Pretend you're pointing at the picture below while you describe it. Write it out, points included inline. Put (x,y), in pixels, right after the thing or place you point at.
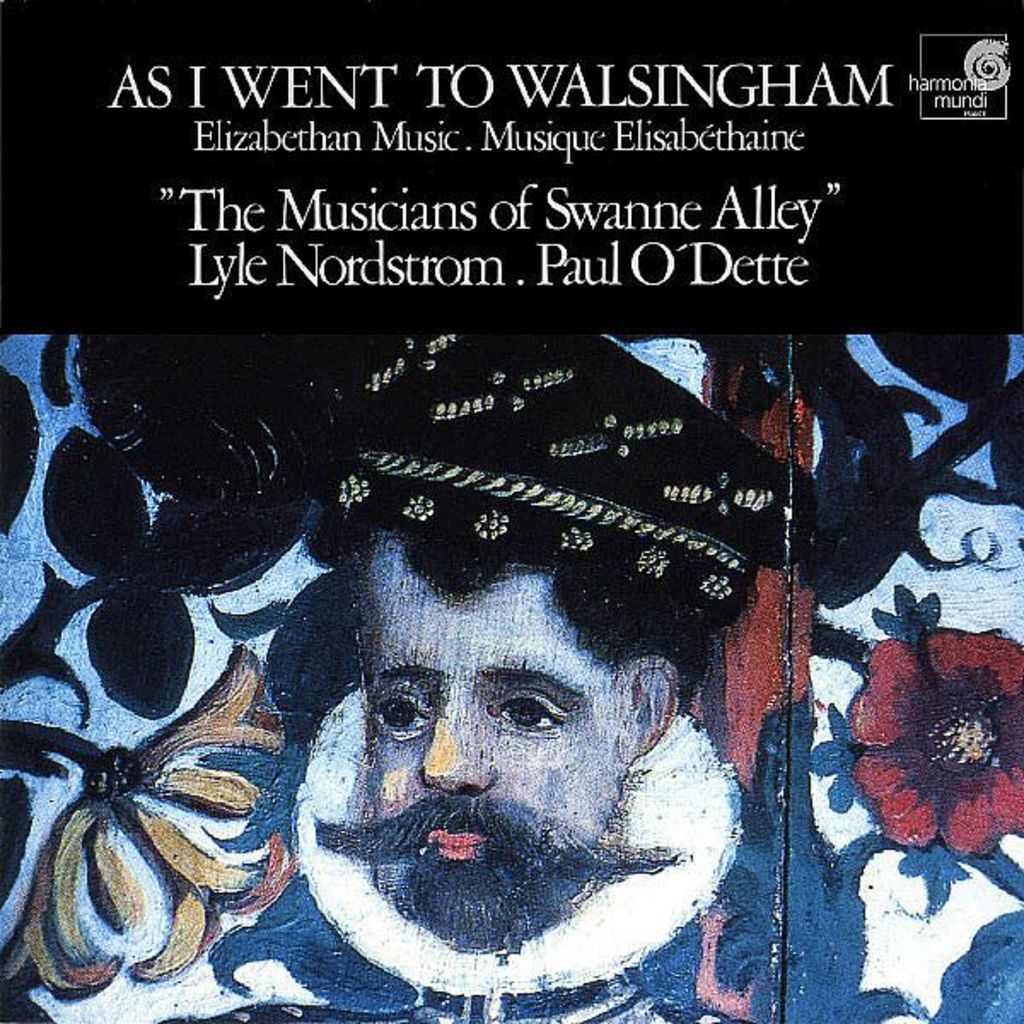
In this image we can see a painting (621,807) of a person (730,809) and few flowers (928,750). There is some text (649,203) and logo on the top of the image (641,215).
